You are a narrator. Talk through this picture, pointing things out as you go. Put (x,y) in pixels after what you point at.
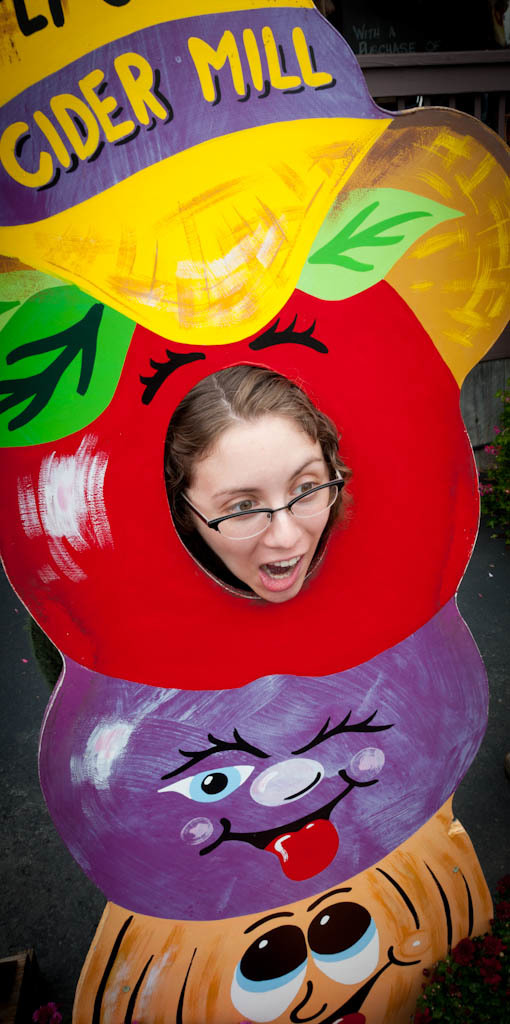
In this picture we can observe a woman's head (251,477). She is wearing spectacles (309,505). We can observe red, purple and cream color board (153,557). We can also observe yellow color on this board (137,500).
